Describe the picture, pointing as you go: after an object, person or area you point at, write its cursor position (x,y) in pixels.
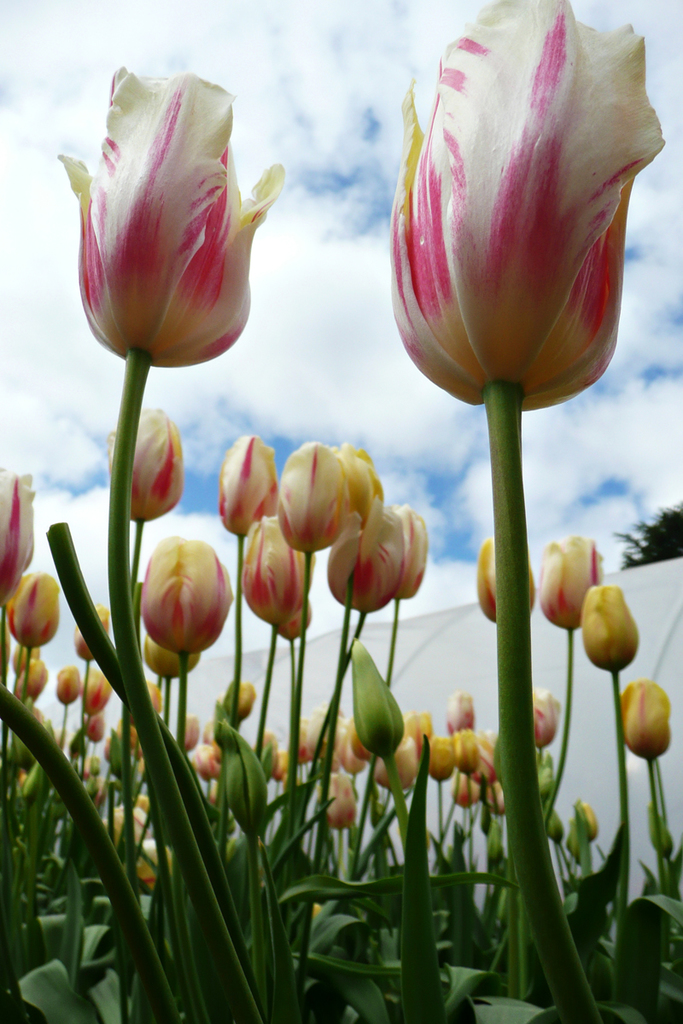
In this image, we can see some buds (593,334) and leaves (293,889). There are clouds (330,288) in the sky (311,103). There is a cloth (466,623) in the middle of the image (430,654).
